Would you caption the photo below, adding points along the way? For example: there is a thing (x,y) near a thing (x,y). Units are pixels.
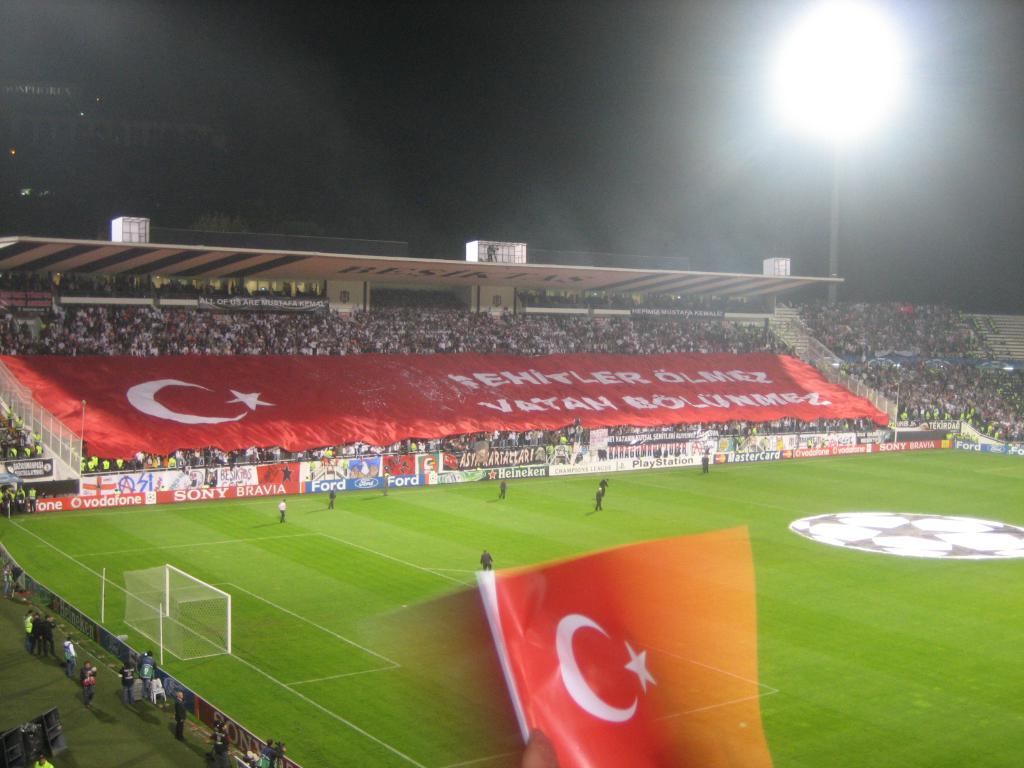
In this image at front (329,742) we can see a stadium (445,662) and people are standing on the ground (516,542). At the backside (194,343) people (671,351) are sitting on the stairs (451,337). We can see banners (512,421) and flood light (864,110). At the background (477,160) there is sky (596,85).
